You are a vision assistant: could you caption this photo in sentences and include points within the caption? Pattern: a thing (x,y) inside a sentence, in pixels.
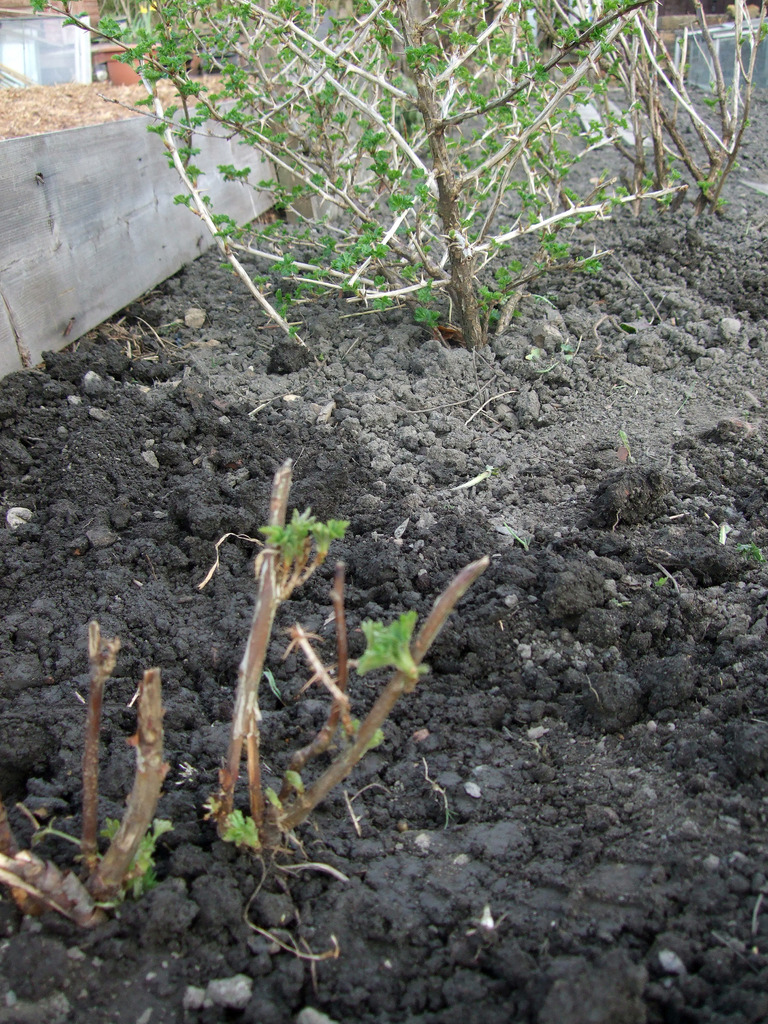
In this image we can see some plants (450,604) on the ground (253,853) and on the left side (158,143) there is an object (158,152) which looks like a wooden plank (24,181).
